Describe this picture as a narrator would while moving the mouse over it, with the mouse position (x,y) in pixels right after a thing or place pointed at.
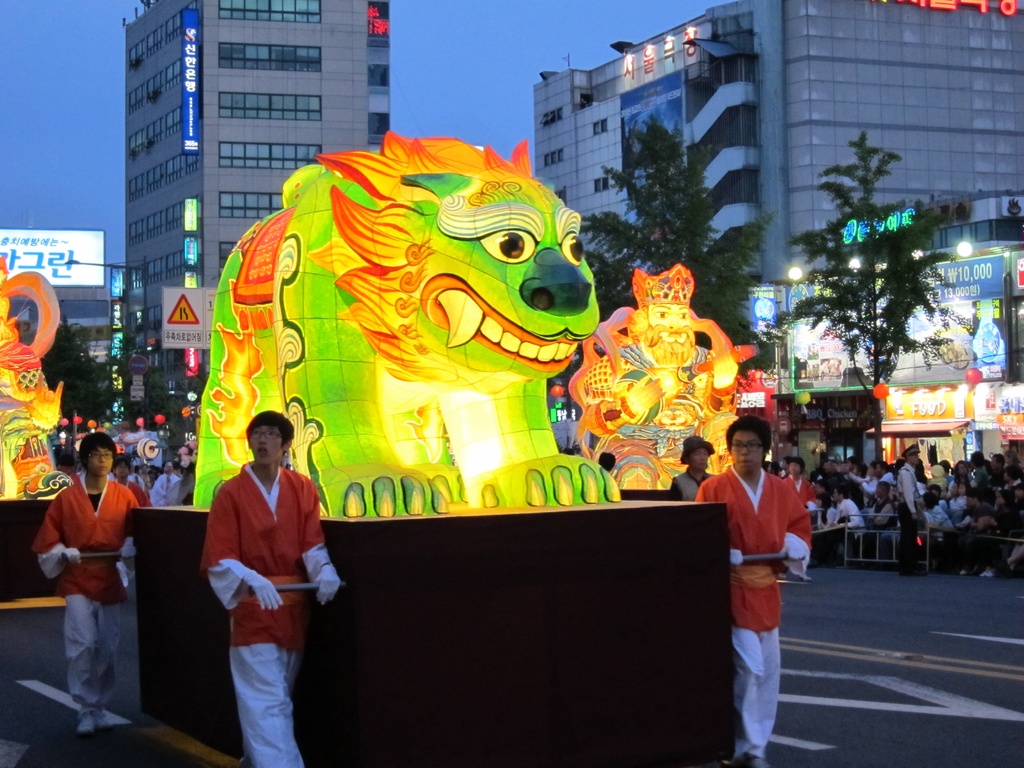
In this image, we can see colorful objects (673,270), people (745,640) and road (850,624). Here few people (274,602) are holding rods (287,587). Background (972,357) we can see banners (945,359), trees (62,346), buildings (1010,239), lights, boards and sky (83,94).
